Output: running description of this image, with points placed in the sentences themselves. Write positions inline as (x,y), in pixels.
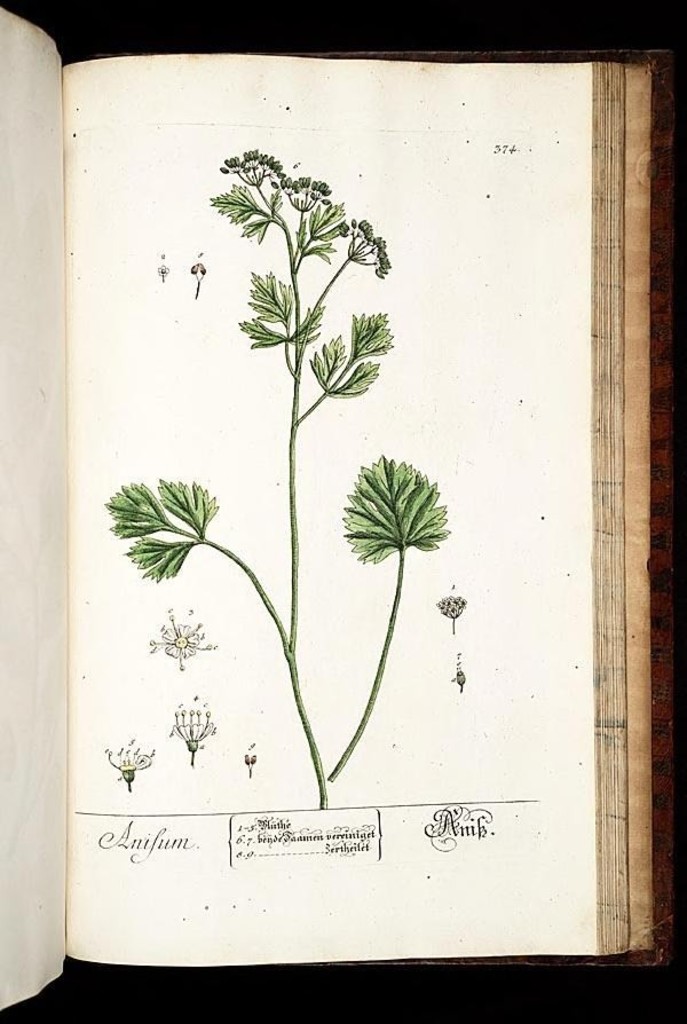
In this picture there is a book (319,616) and there is a picture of a plant (310,718) and there are pictures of a flowers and there is text (492,817) on the paper (401,812). At the bottom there is a black background (682,212).
